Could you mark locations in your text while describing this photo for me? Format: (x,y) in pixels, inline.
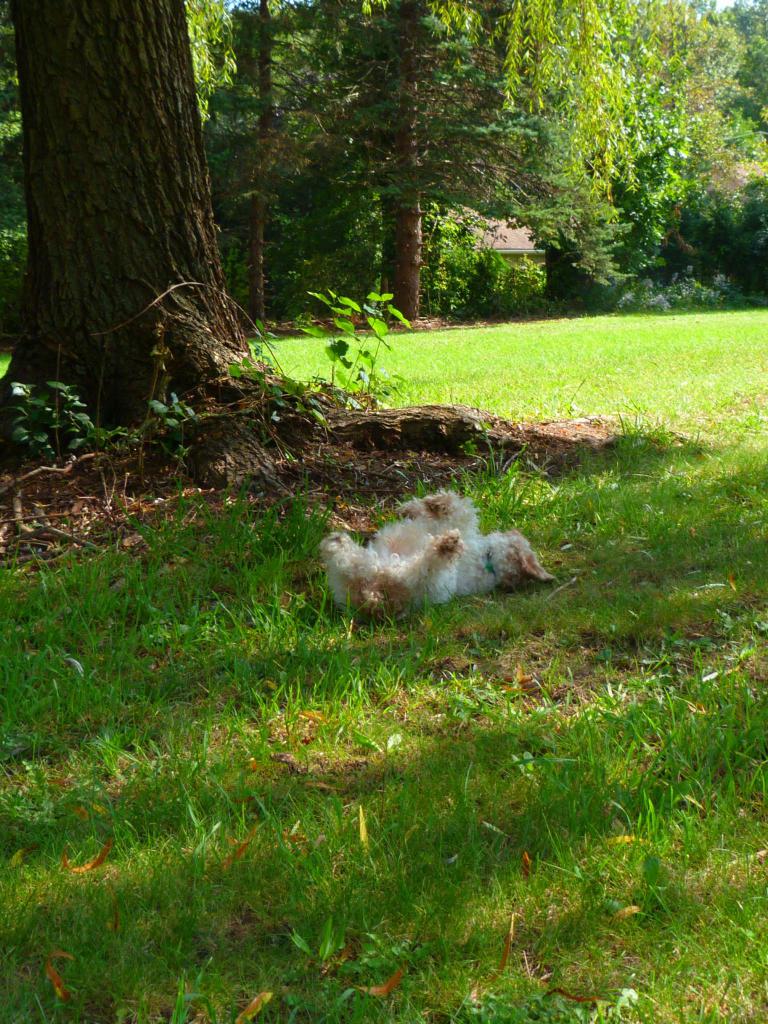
In this image we can see an animal (332,560) lying on the grass (340,944). In the background (88,220), we can see the trees (416,101).
